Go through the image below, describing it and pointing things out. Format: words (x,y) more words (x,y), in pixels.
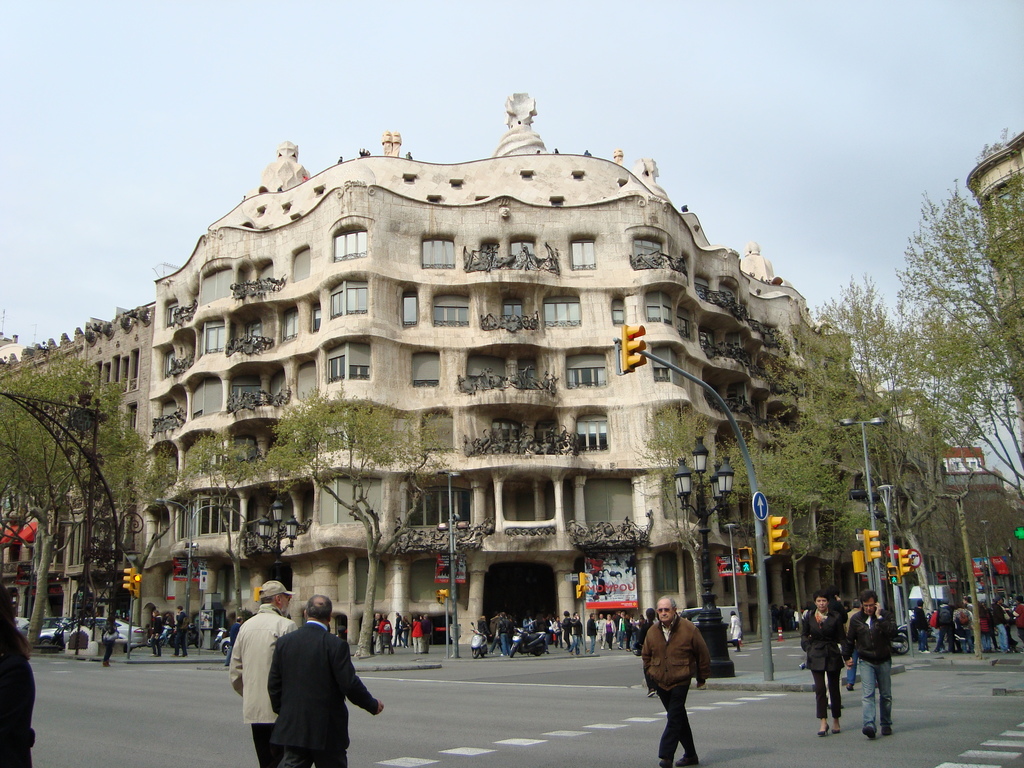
In this image there is a building (576,542), in front of the building (745,333), there is a road (513,703), on which there are some people (317,620), traffic signal lights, poles (888,491), trees (25,455), vehicles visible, at the top (611,132) there is the sky (604,86).
